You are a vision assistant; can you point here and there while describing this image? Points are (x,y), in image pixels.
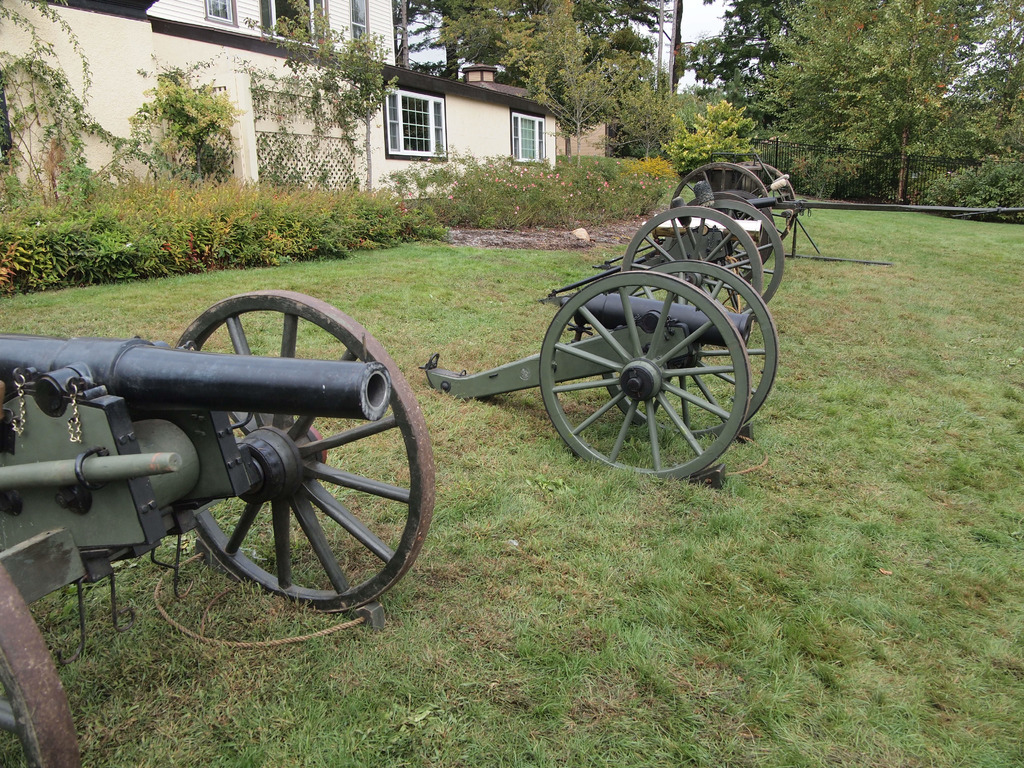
In this image in the center (598,382) there are some vehicles (693,216) and at the bottom (396,525) there is grass (915,424), in the background (862,158) there is a fence (869,172) house (422,147), trees (467,56), plants (411,181). In the center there is pole (673,56).
